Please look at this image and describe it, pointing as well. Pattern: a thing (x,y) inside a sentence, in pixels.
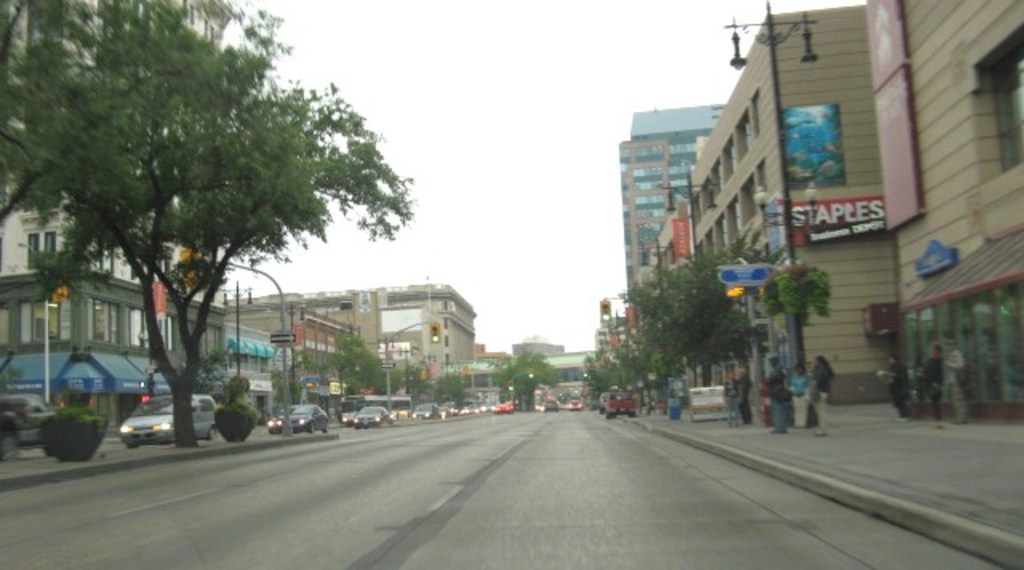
There are vehicles (576,400) on the road (588,465). Here we can see plants (535,382), poles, lights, boards (745,275), and buildings (913,15). There are few persons (956,401). In the background (540,225) there is sky (491,255).
